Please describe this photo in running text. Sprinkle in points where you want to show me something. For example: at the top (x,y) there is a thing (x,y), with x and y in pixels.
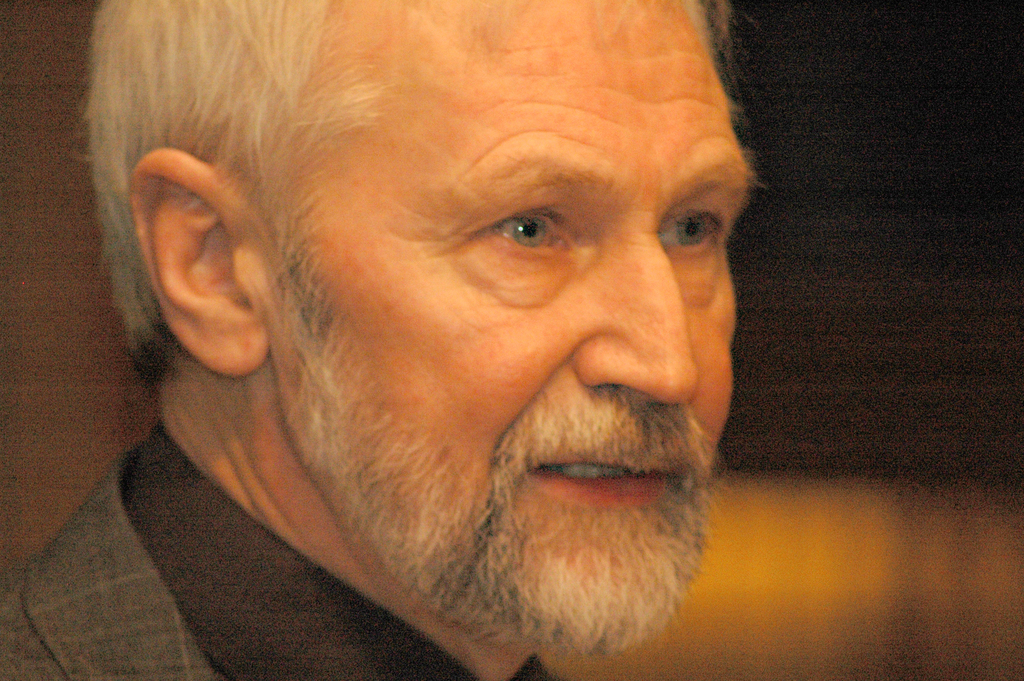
In this image there is a person (361,314) looking to the right side of the image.
